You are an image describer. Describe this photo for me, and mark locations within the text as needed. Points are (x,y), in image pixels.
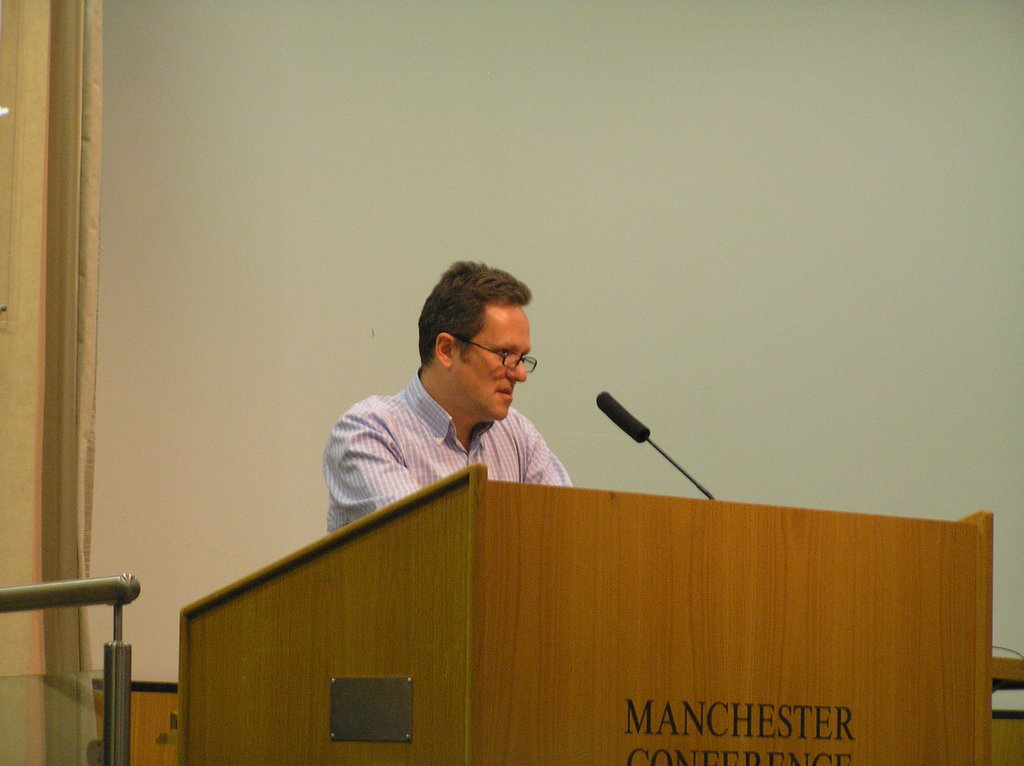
In this image I can see a person (466,411) behind the brown colored podium (549,623). On the podium (501,573) I can see the microphone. I can see the white and cream colored background (298,209).
